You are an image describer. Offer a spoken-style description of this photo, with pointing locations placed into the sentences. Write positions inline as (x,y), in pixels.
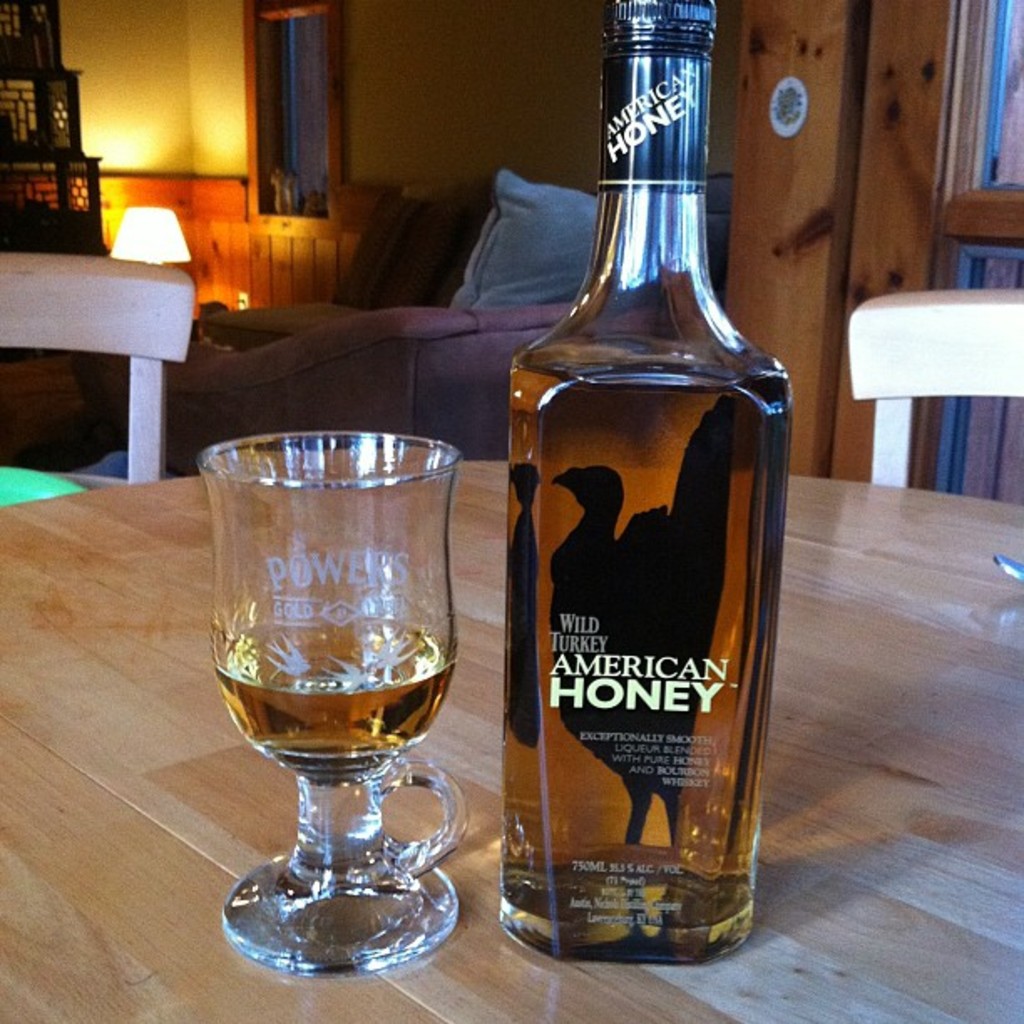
In the foreground of this picture (860,712) we can see a glass bottle (640,527) containing drink (620,819) and we can see the text (590,667) and some picture (589,681) on the bottle (633,645) and we can see a glass (357,699) of drink (333,737) and both of them are placed on the top of the wooden table (836,740). In the background (474,269) we can see the chairs (57,331), sofa (332,344), pillows (464,300) on the sofa (346,306) and we can see the windows (250,81), wall (181,82), lamp (147,250) and some other objects (33,91).
